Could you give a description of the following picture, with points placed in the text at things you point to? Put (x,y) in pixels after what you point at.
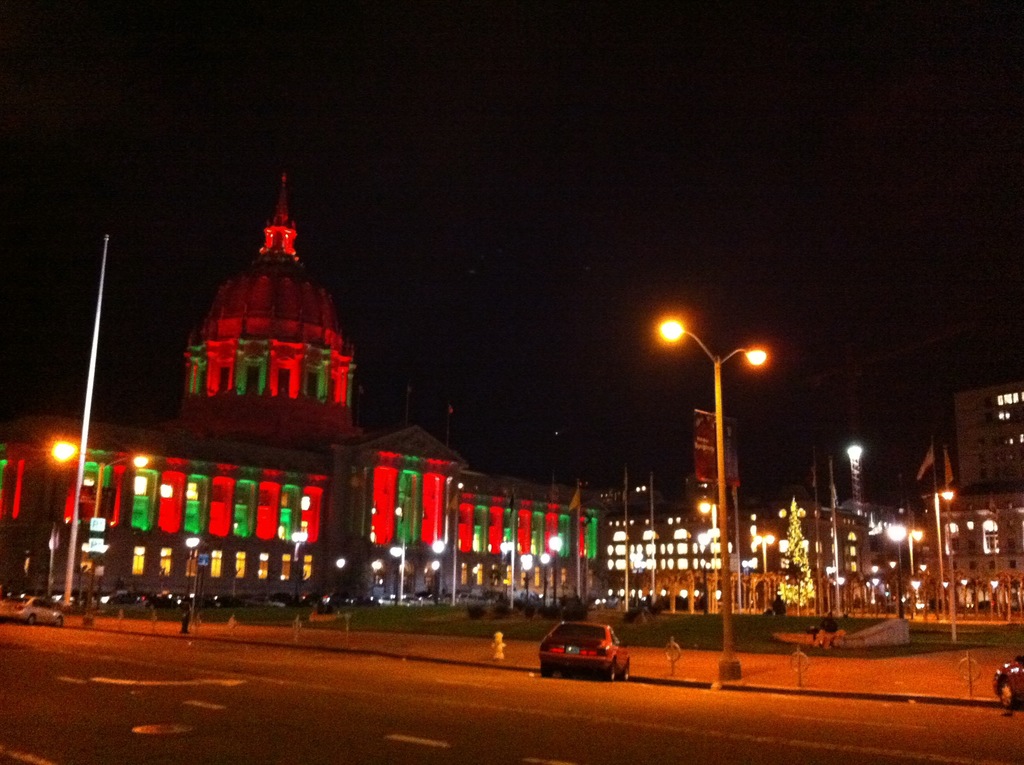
This image is taken during night time. In this image there is a palace (395,536), light poles (391,549), buildings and also tree (802,557). We can also see the vehicles (596,638) passing on the road (673,710).
